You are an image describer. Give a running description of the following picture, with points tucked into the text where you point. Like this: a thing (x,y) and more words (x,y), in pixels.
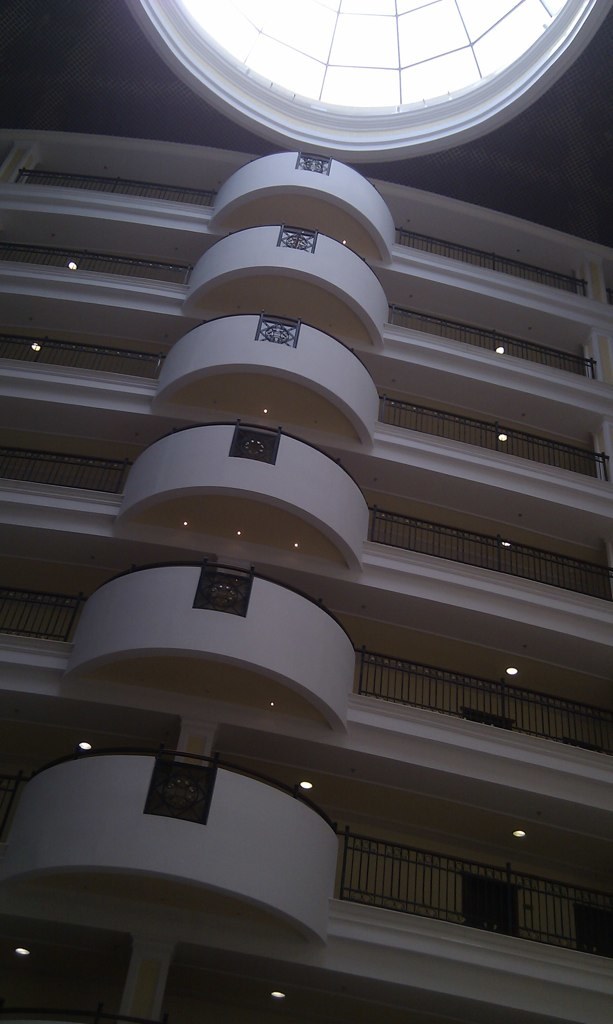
In this image we can see a building (235,809). On the building (377,741) we can see railings (442,530) and lights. At the top (368,38) we can see the roof (399,55) with glass (329,53).
